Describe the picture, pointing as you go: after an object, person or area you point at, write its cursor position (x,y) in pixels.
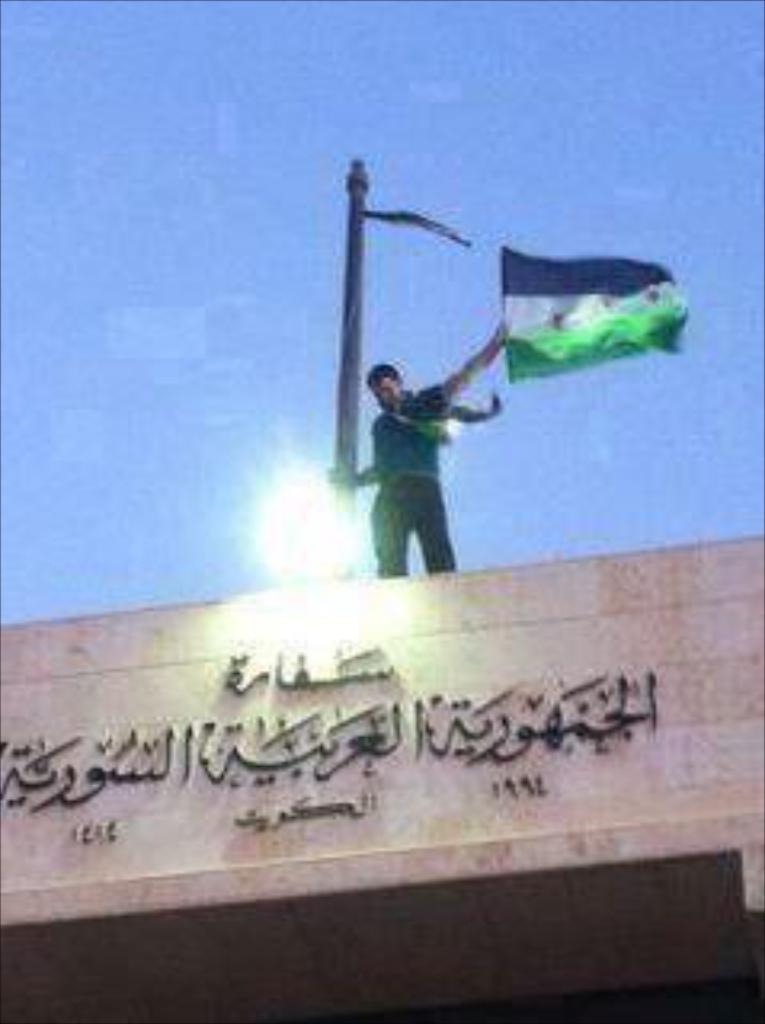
In this picture there is a person (403,519) standing on the top of the building (504,582) and holding the pole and flag (541,359). There is a text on the building (591,674). At the top (150,184) there is sky (139,131).
